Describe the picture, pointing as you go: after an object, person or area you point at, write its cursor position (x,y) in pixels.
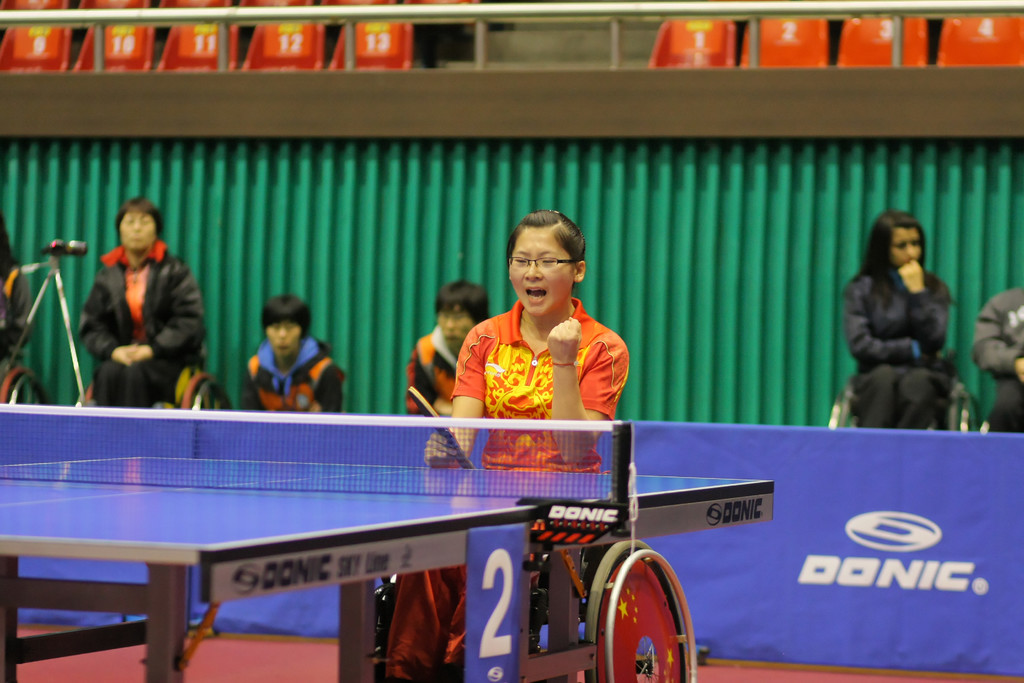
In the front of the image (571,349) there is woman (551,357) in the wheelchair (589,566) and she is holding a table tennis bat (448,435). She wore a orange jersey (537,393) and spectacles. Just in front of her there is table tennis table (272,487). Behind her there are few people (176,369) among them four (160,339) are sitting on a wheel chair (958,384). There is a camera (71,253) kept on tripod stand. On top of the image (353,31) there are chairs (303,51), steps (539,25) and railing (587,14). Below of the image there is carpet (722,669) and a banner (840,544) with some text (810,582) written on it.
